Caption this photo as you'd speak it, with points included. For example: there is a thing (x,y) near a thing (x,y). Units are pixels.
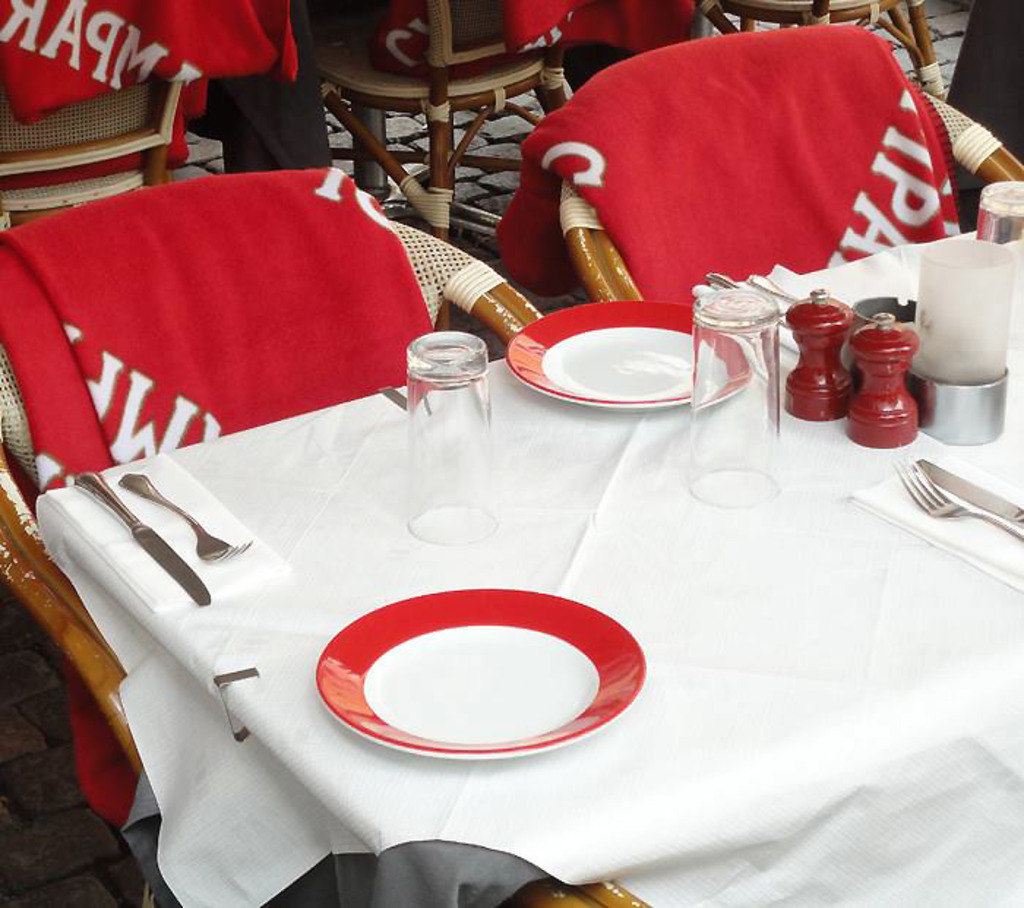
This picture consists of table (585,414), on the table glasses (1019,214), plates (529,342), forks (979,517) and knives (992,507), tissue paper (110,539), white color cloth (150,657) and in front of table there are some chairs (560,243), on chairs (324,105) there is a red color cloth (338,221) kept on it.
